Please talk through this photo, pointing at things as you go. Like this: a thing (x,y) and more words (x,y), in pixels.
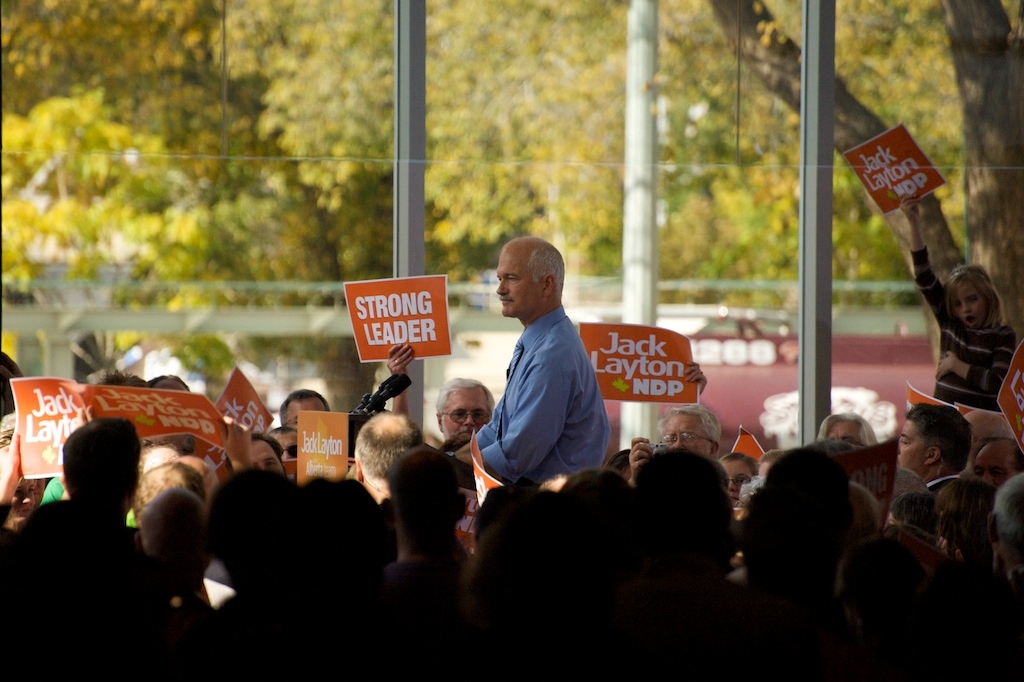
In this image, there are some people (453,493) standing and they are holding some posters (418,340), at the background (300,356) there are some green color trees (483,109).
